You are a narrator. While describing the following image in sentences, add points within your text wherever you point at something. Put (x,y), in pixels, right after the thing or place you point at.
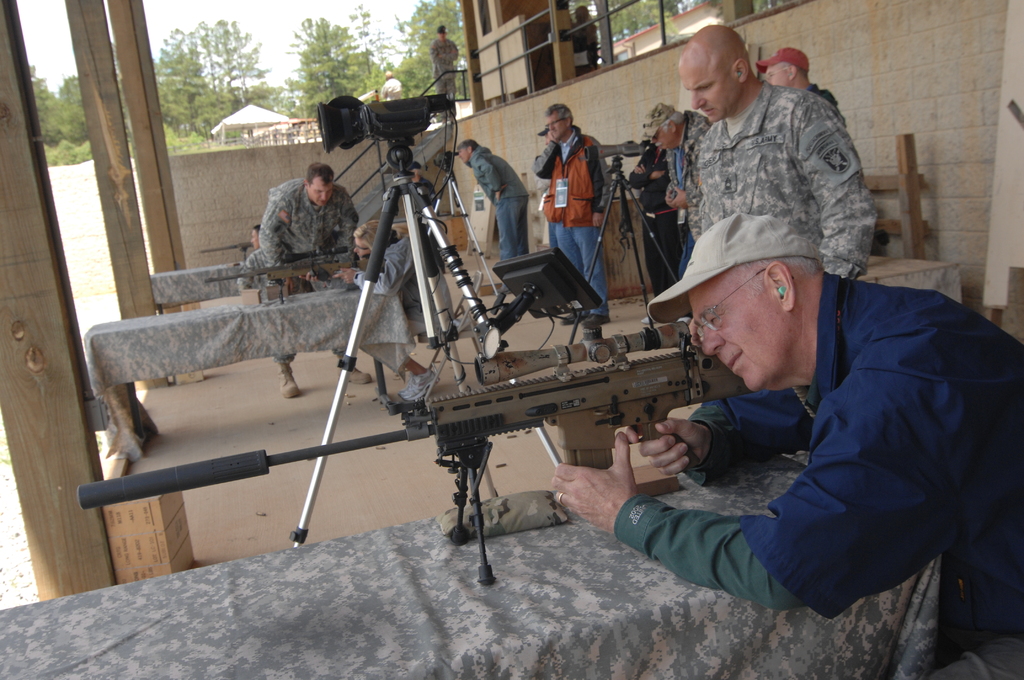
In the foreground of the picture (608,447) there is a man (685,424) firing a gun (569,421). In the center of the picture (507,347) there are people (503,198) standing and there are tripod stands (624,215), guns (312,267), tables (230,347), staircase (422,159) and railing (514,29). In the background (296,71) trees (55,129) and tents (256,119). It is sunny.
